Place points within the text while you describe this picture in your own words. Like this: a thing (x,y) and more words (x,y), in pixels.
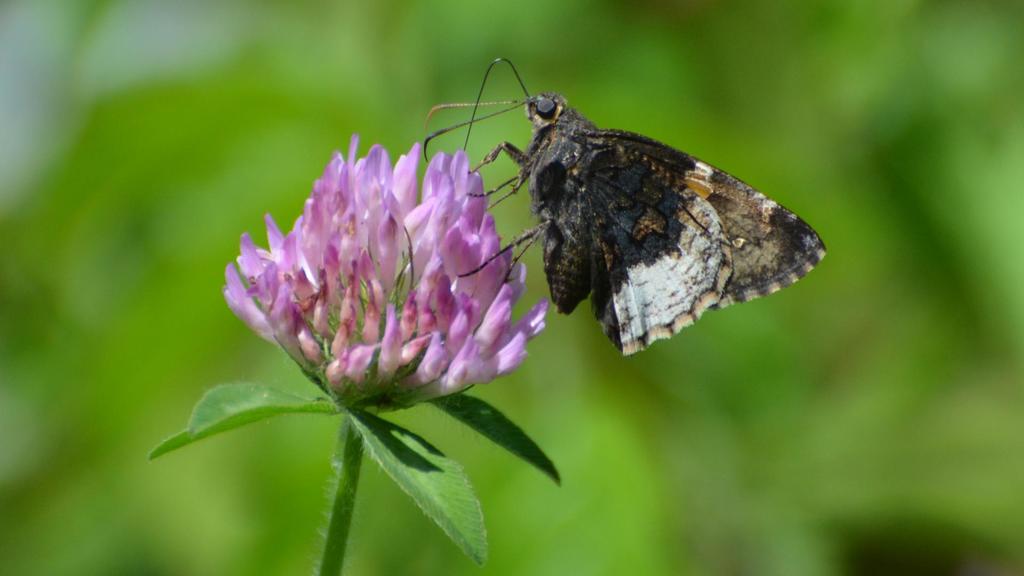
In this picture I can see a butterfly (560,191) on the flower (436,226) and I can see blurry background (307,36).
